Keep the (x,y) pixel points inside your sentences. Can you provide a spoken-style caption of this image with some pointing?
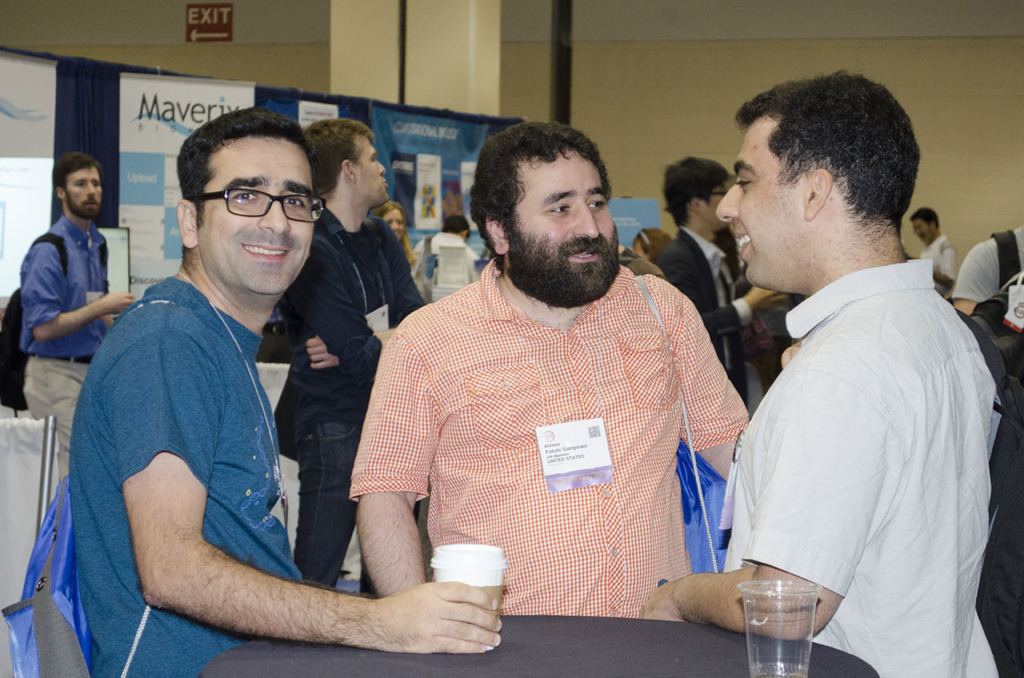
In front of the picture, we see three men (430,445) are standing. The man (177,342) on the left side (175,375) is holding a glass (476,581) in his hand (456,642). Three of them are smiling. In front of them, we see a table (602,627) on which two glasses (493,571) are placed. Behind them, we see people (392,294) are standing. Behind them, we see banners (150,195) in white color with some text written on it. Behind that, we see a blue color sheet (404,157). In the background (419,47), we see a wall (544,51) and an exit board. On the left side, we see a projector screen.
